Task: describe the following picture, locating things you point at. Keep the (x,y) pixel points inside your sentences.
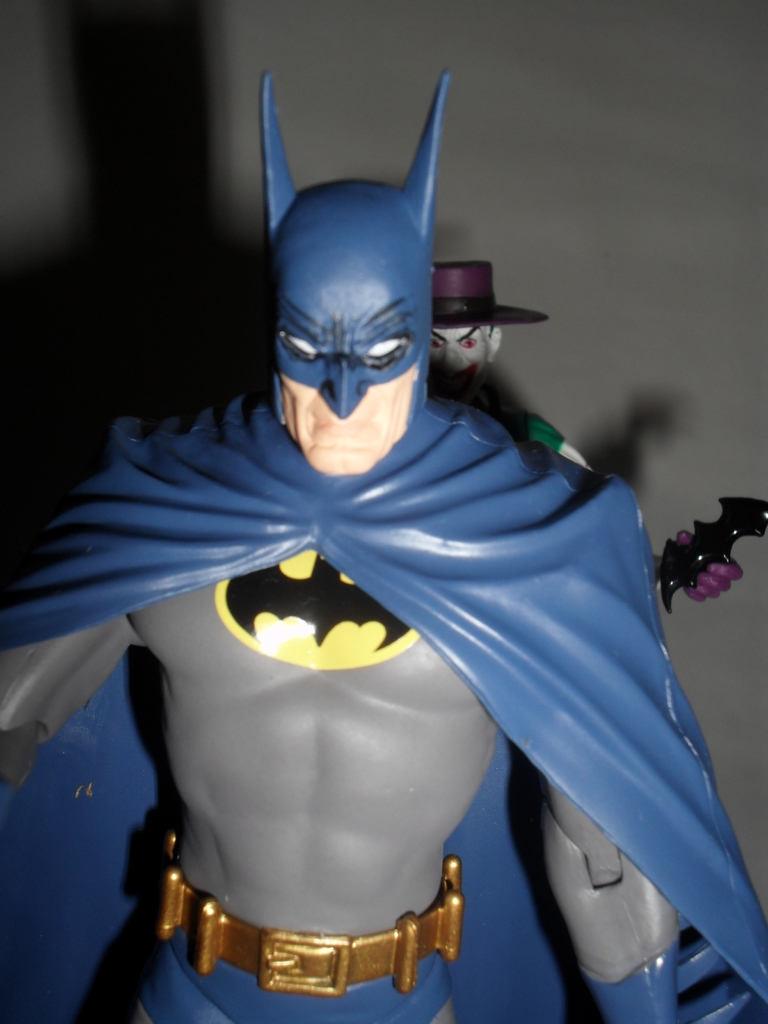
In this image we can see a toy (331,661). There is a shadow (124,285) of a toy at the left side of the image (151,359).
